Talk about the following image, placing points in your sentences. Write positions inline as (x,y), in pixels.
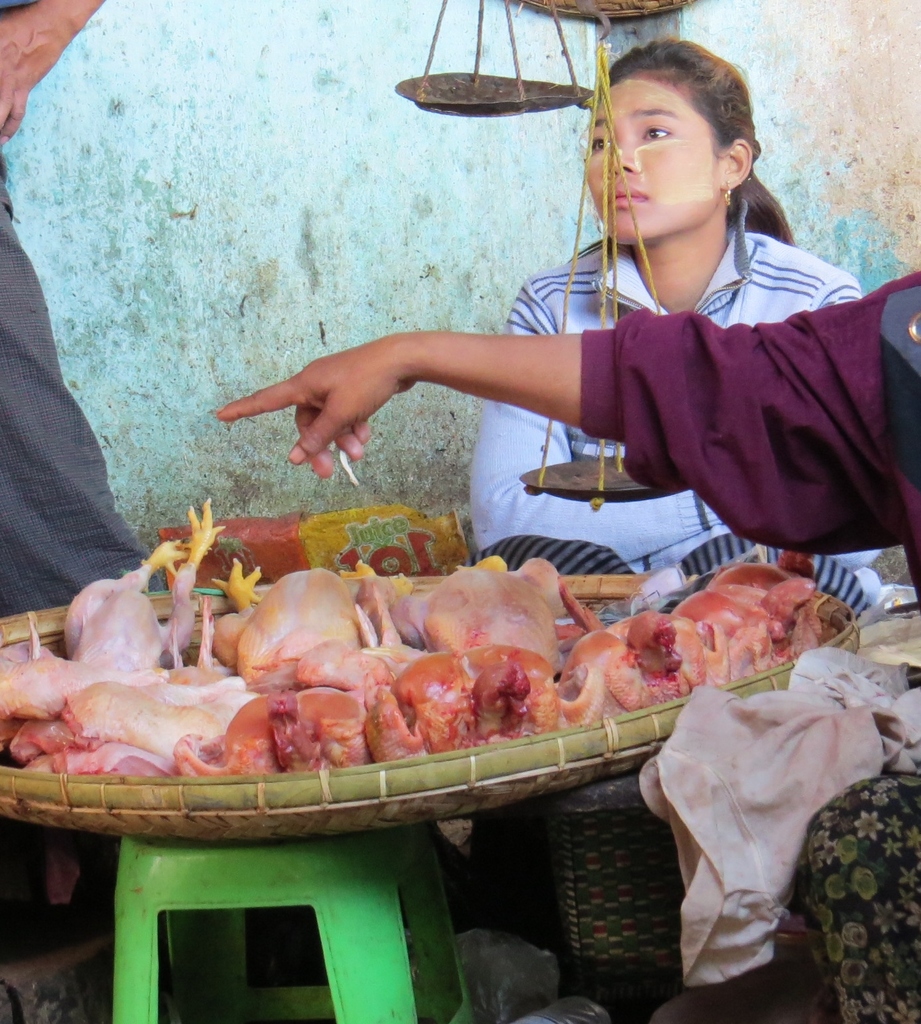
In this image we can see dressed chicken body (396,657) in a wooden plate (71,785) on a stool (151,997). On the right side (840,423) we can see a woman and a person's hand (833,442) and a cloth (780,806). On the left (47,39) we can see a person's hand (47,63) and leg (61,479). At the top (515,95) there is a weighing object (448,97) and wall (296,308).
